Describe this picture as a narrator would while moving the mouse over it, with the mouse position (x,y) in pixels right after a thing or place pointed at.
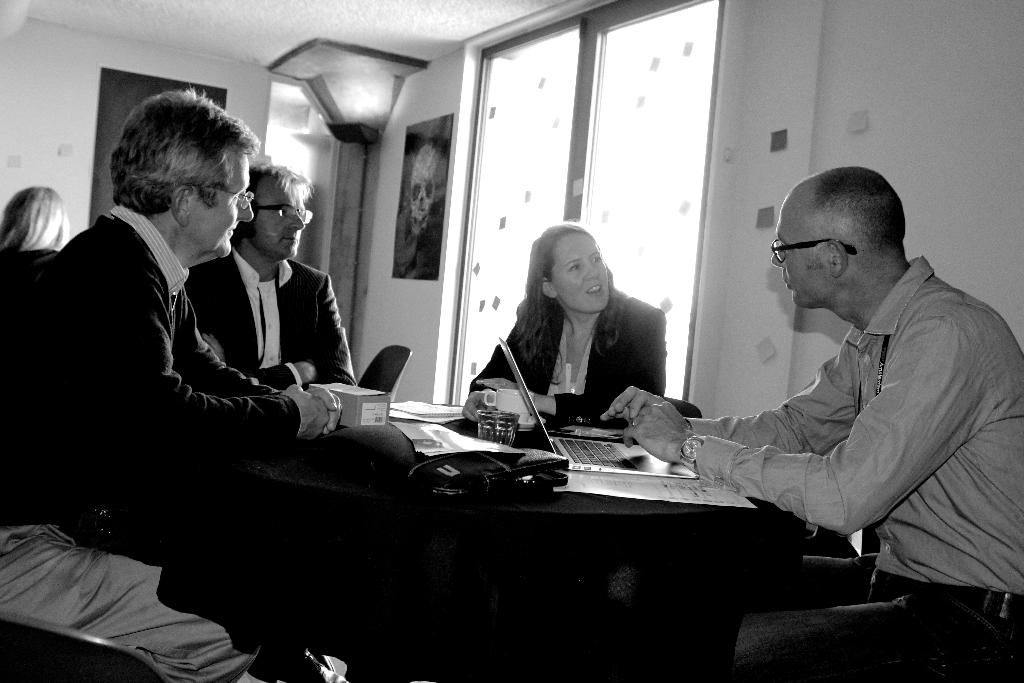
This is a black and white image and here we can see people (111,281) sitting on the chairs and some are wearing glasses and we can see a laptop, some papers (414,413), a box (371,389) and some other objects (529,462) on the table (456,423). In the background (235,80), there are posters (424,122) on the wall (88,76) and we can see a window (557,82) and there are some stickers (581,189).
